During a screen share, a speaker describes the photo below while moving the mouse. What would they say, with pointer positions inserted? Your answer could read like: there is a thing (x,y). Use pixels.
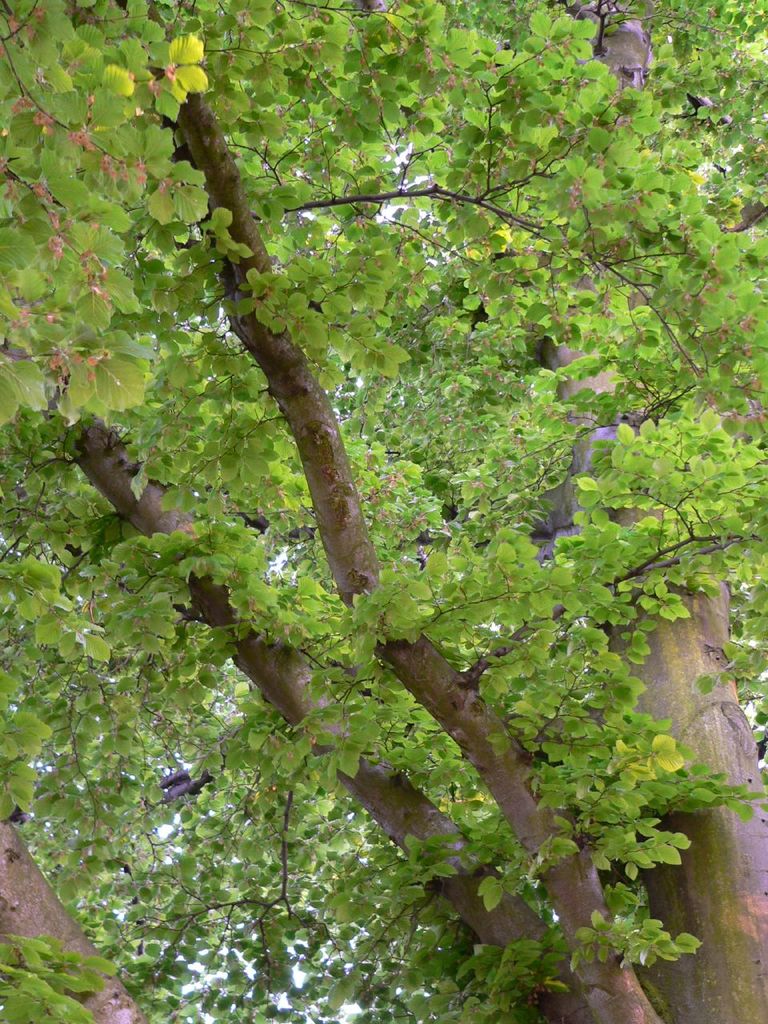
In this image we can see a tree (506,603) and sky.
